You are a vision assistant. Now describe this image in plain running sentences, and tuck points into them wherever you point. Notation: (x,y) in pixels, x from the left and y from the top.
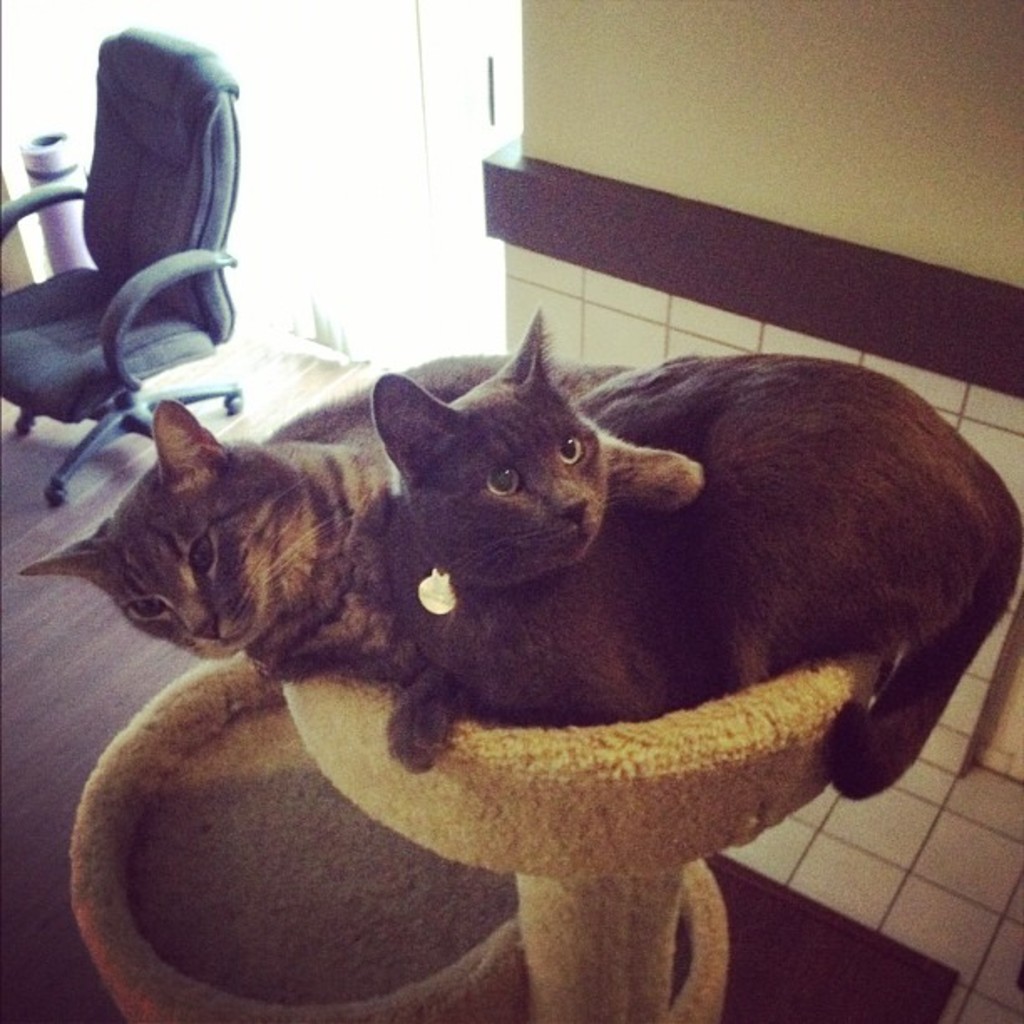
In this picture I can see two cats (336,410) on an object (91,947), there is a chair (193,83), and in the background (931,155) there is a wall (876,117).
